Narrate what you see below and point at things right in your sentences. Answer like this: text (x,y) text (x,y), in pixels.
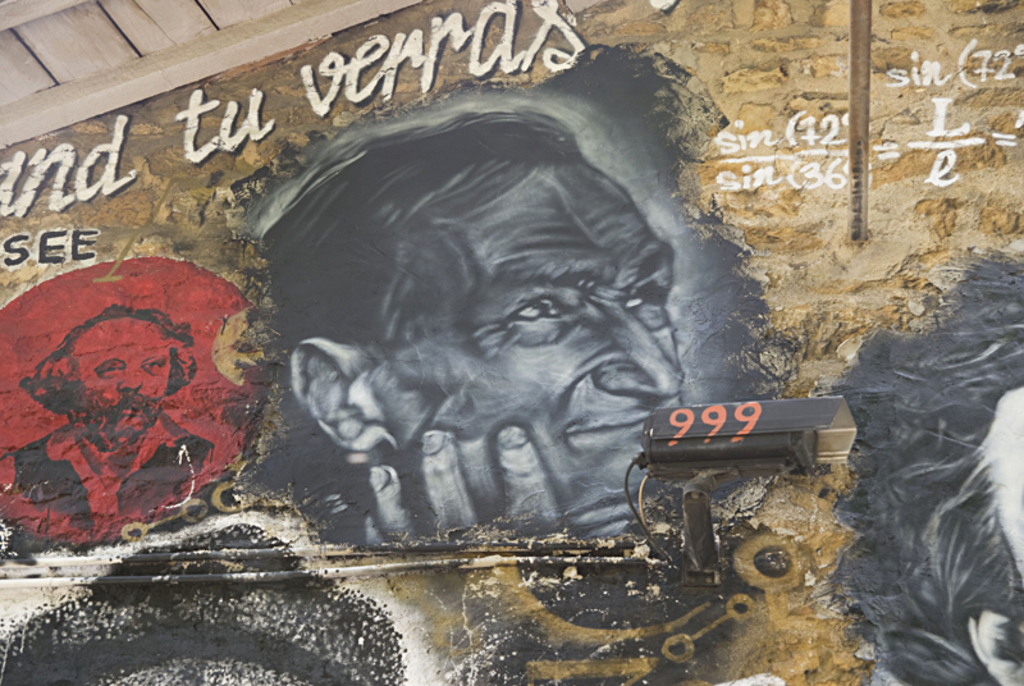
In this picture we can see a wall (194,490) with paintings (605,518) and some text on it.
